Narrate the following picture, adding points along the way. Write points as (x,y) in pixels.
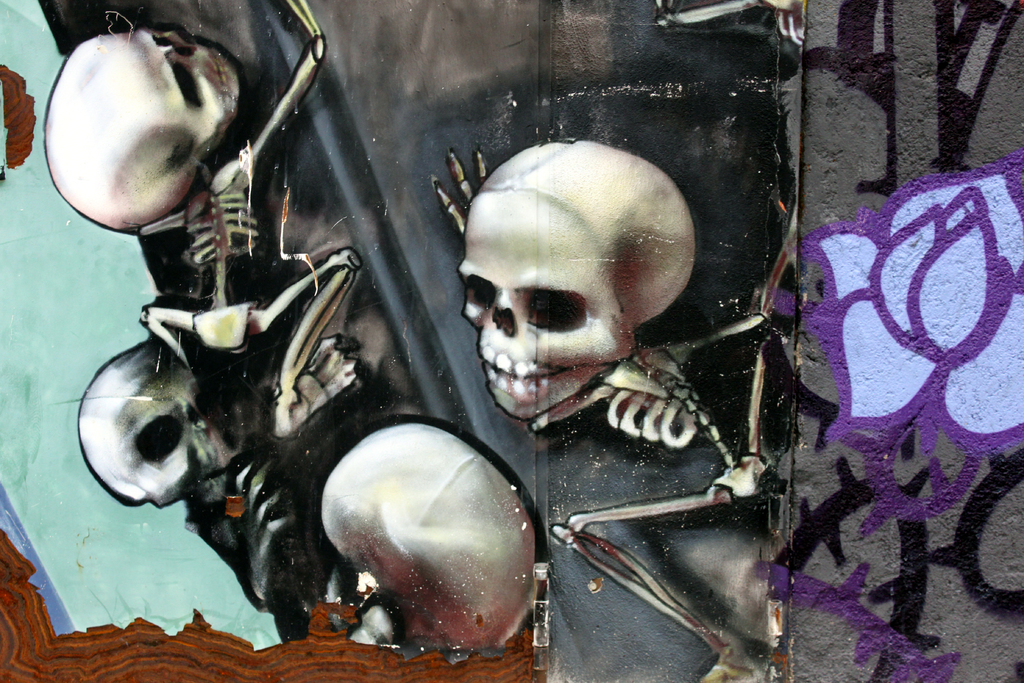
In this image I can see few skulls (509,528) and I can also see the wall painting (872,272) and the painting (922,332) is in purple and black color.
